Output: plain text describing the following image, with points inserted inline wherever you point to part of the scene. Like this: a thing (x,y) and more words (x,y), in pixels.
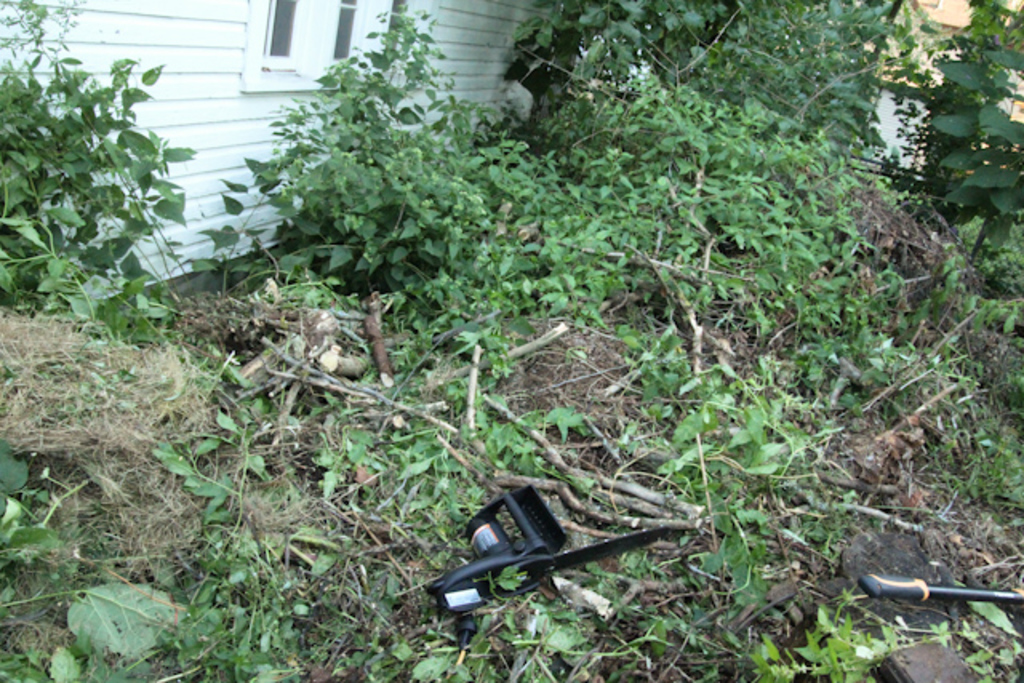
In this image at the top (454,17) there is the wall (84,51), window (315,53), there are some plants (892,176), creepers (878,368), grass (207,544), sticks (282,359), some other objects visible in the middle (467,350).
